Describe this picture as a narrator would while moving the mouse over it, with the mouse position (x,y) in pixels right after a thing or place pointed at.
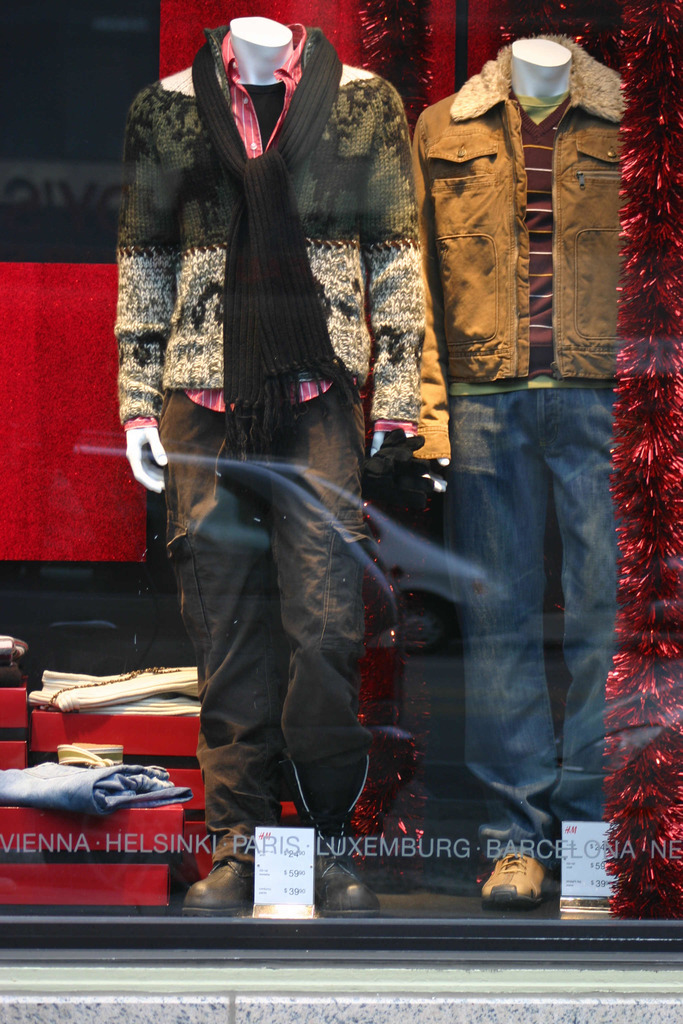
In the image we can see a glass window (496,36). Through the glass window (305,774) we can see some mannequins (274,62), on the mannequins (256,67) there are some clothes (337,188).
